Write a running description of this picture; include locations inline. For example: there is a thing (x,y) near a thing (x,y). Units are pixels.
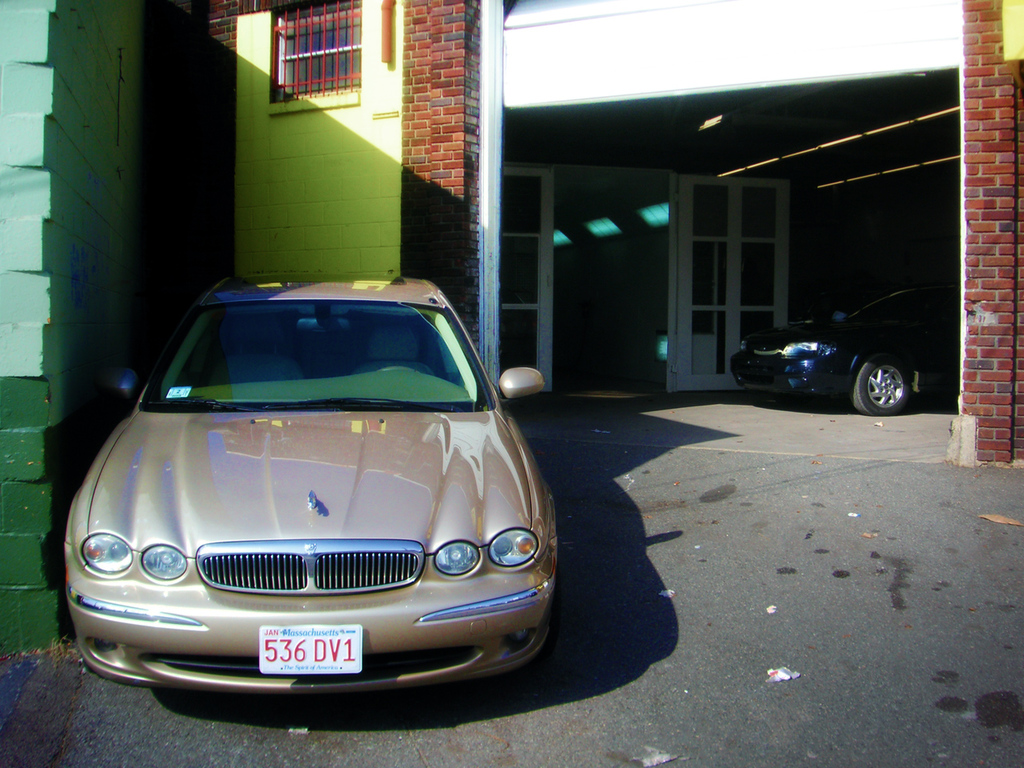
In this image, I can see two cars (417,533), which are parked. This looks like a building (598,66). This is a window (350,68). I can see a glass door (736,249). This wall (435,176) looks like a brick texture (435,71).
